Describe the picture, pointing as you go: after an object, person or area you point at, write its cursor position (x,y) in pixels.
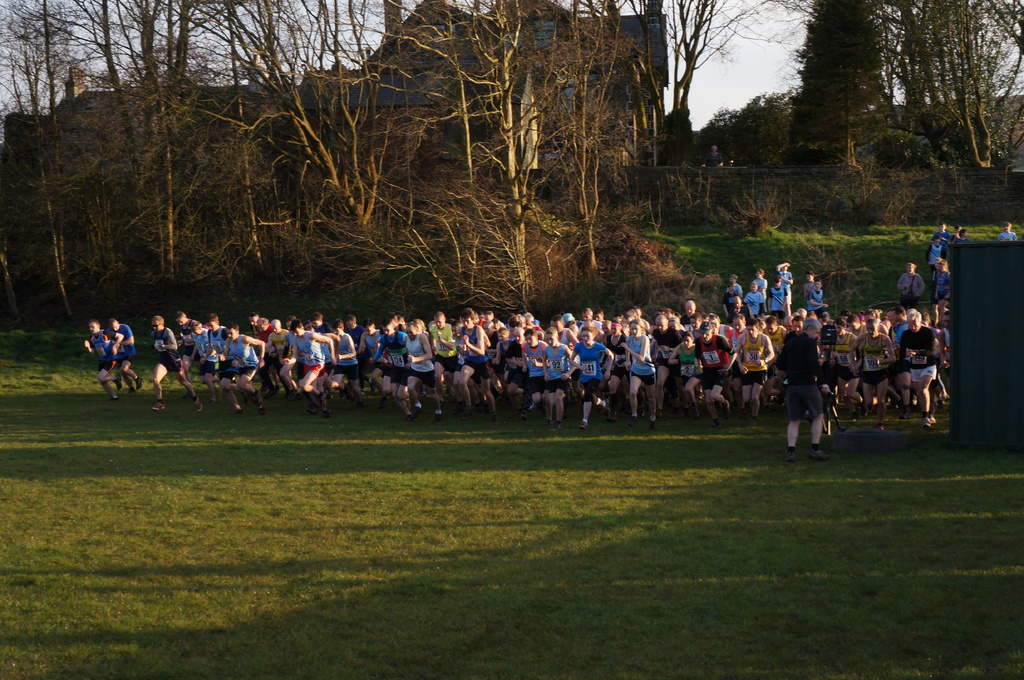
In the center of the image (374,404) there are people (945,313) running. At the bottom of the image (450,547) there is grass (573,547). In the background of the image (300,221) there are trees (575,118).
